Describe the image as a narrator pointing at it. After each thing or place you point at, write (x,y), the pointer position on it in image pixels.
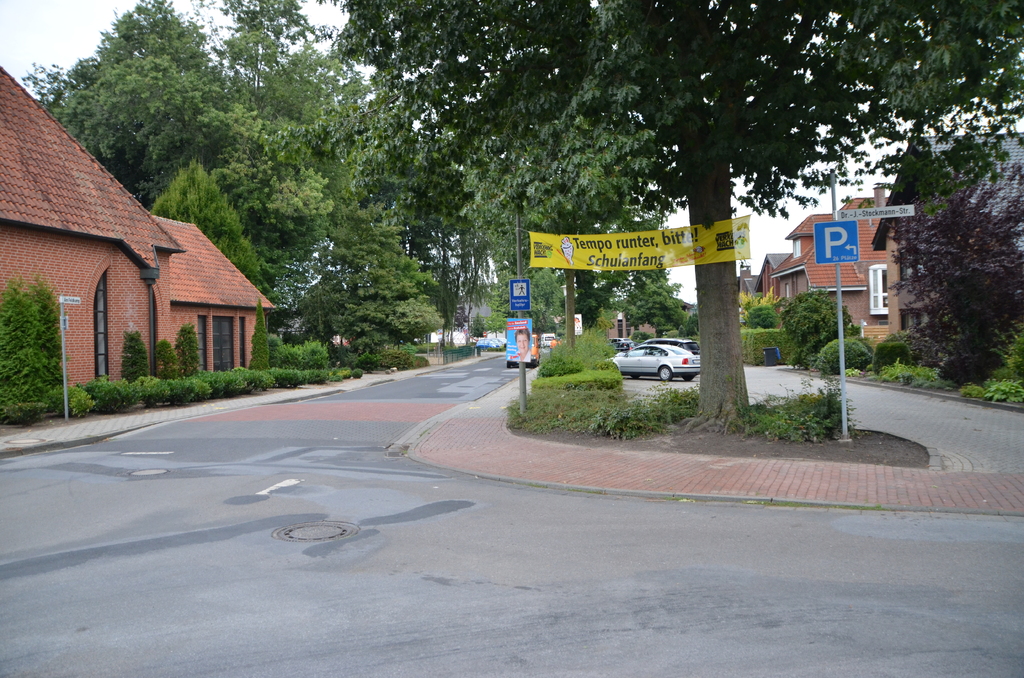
In this picture I can see a banner (641,260), there are boards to the poles (521,408), there are vehicles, there are buildings (1015,183), there are plants (834,367), trees (390,129), and in the background (759,260) there is the sky (743,178).
